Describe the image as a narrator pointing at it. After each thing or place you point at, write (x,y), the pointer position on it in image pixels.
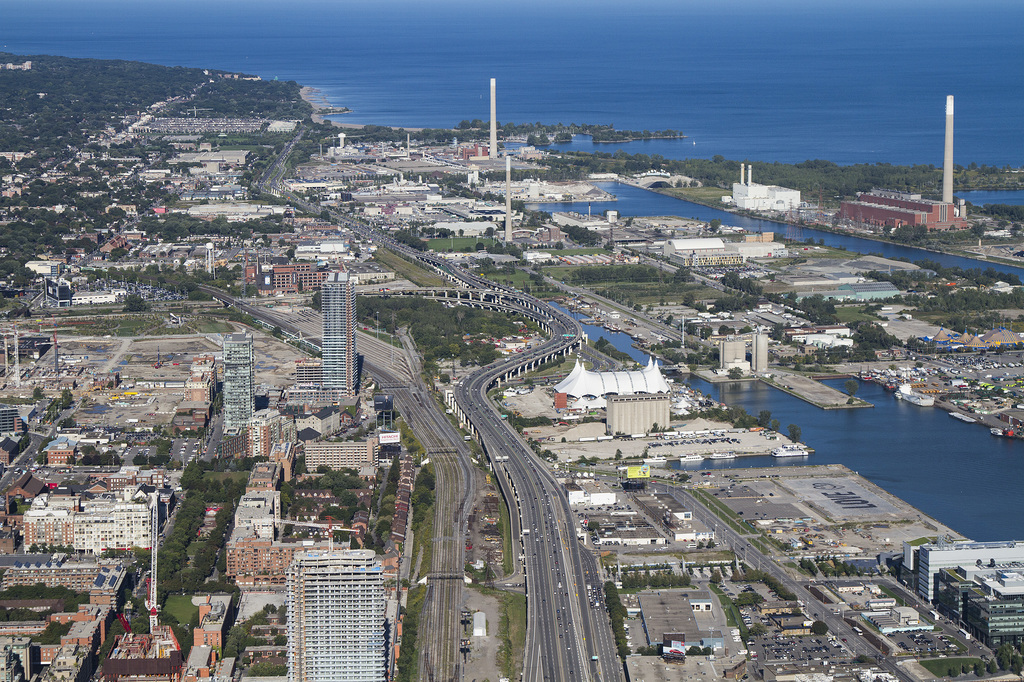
We can see buildings (171,668), trees (256,134), towers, road (531,578), water (870,409) and vehicles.
